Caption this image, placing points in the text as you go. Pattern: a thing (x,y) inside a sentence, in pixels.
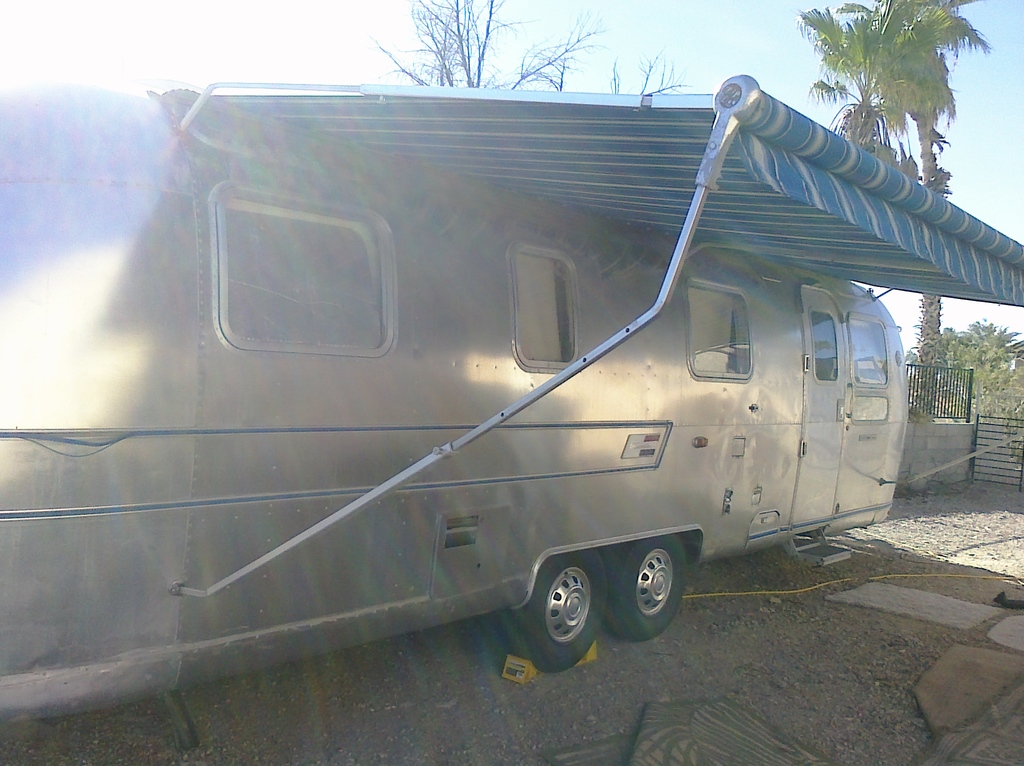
This image is taken outdoors. At the bottom of the image (750,684) there is a ground (735,671). In the background (970,355) there are a few trees (887,60) and a wall (964,472) with railing (958,420). At the top of the image (562,42) there is a sky (557,70). In the middle of the image (563,363) there is a van (231,414) parked on the ground (462,668).
